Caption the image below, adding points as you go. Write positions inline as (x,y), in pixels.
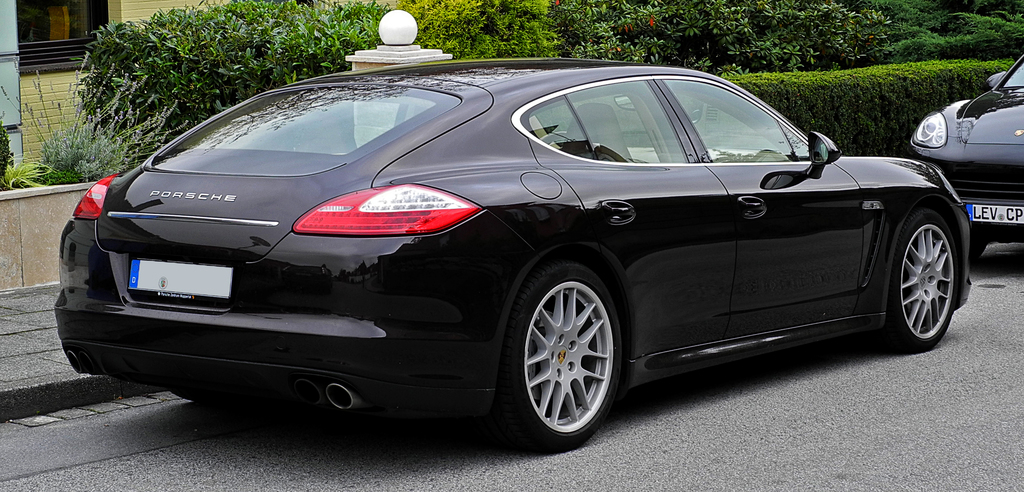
In this image we can see some cars (449,232) parked on the road (338,423). On the backside (54,85) we can see a footpath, a street lamp (439,52), a group of plants (723,41) and a wall (54,98).
